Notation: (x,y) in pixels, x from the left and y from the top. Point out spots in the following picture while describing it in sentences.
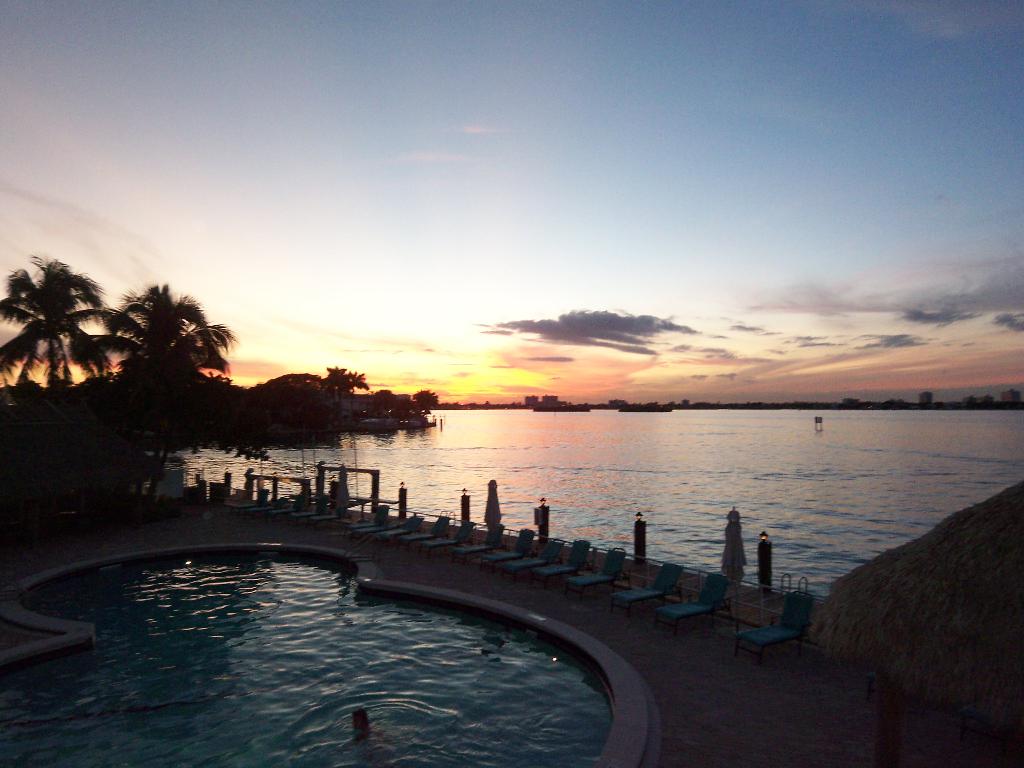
In this picture we can see a swimming pool (360,596) where one person (362,733) is in the swimming pool (244,693) and aside to this swimming pool (130,623) we can see chairs (786,623) and umbrellas (729,554) closed and beside to this we have a water (623,502), trees (132,364) and above this there is sky (653,215) with clouds (848,287) and on right side (901,568) we can see hut (924,589) with grass (879,601).
